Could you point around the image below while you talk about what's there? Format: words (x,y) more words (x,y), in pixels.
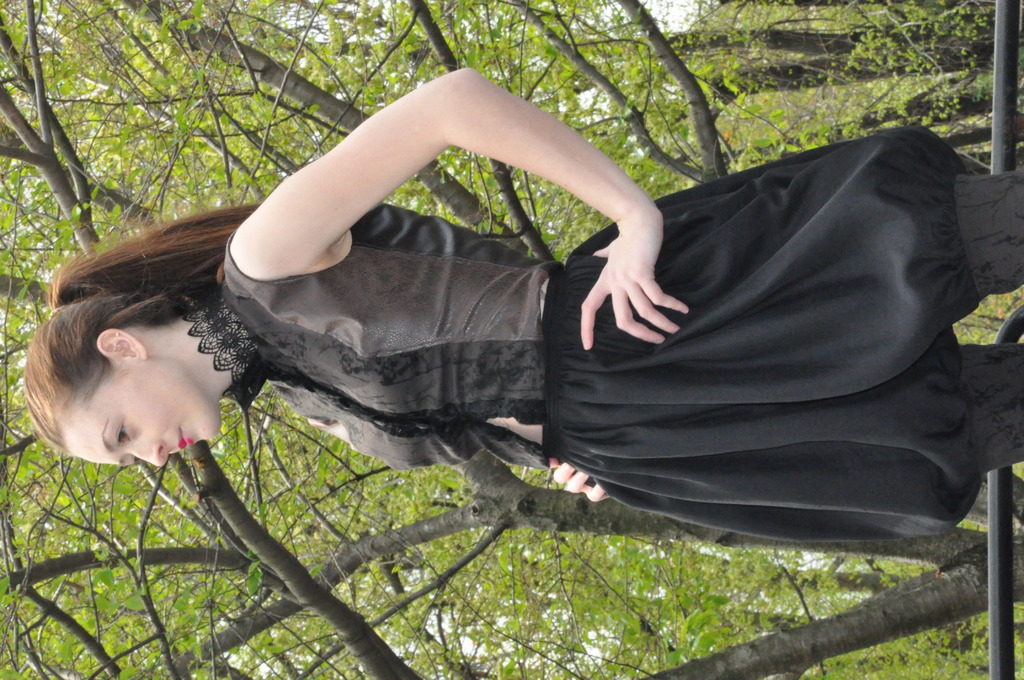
In this image in the foreground (902,144) we can see a person (866,446) standing and in the background (534,49) we can see many trees (820,57).
